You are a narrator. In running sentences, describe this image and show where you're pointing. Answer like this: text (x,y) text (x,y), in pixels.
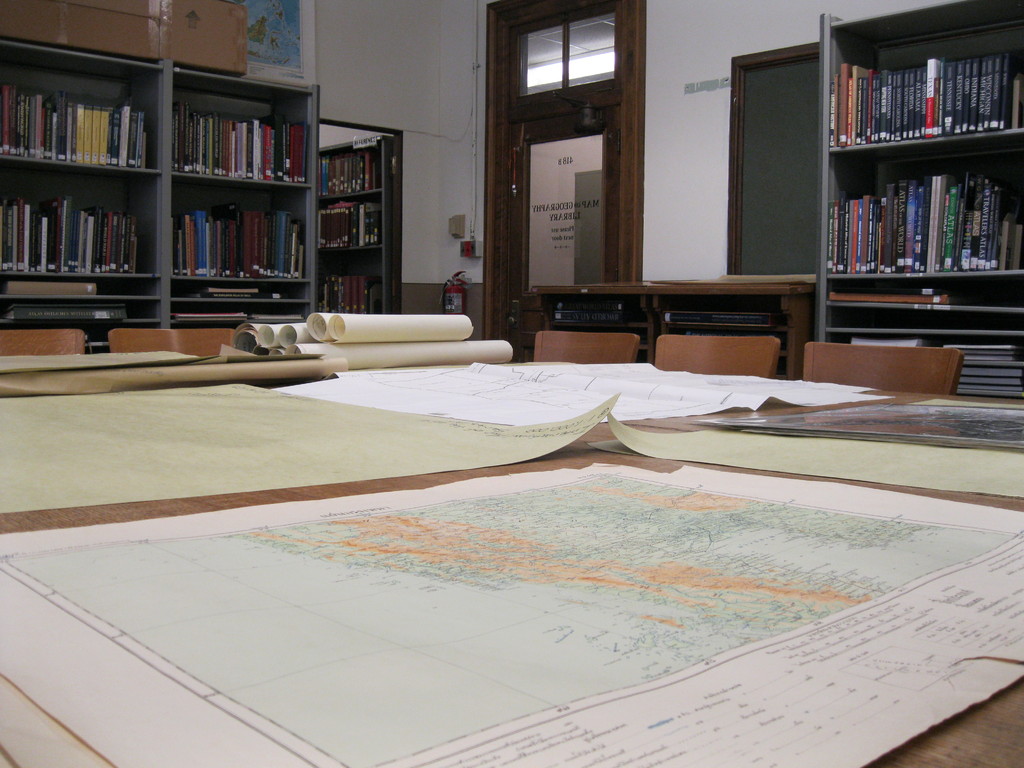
Here in this picture we can see number of charts (318,429) present on the table (681,424) over there and we can also see chairs (44,334) present beside and on either side we can see racks (225,85) present, which are full of books (904,188) over there and in the middle (563,272) we can see a door (640,273) present and we can also see a fire extinguisher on the wall (437,291) over there.
